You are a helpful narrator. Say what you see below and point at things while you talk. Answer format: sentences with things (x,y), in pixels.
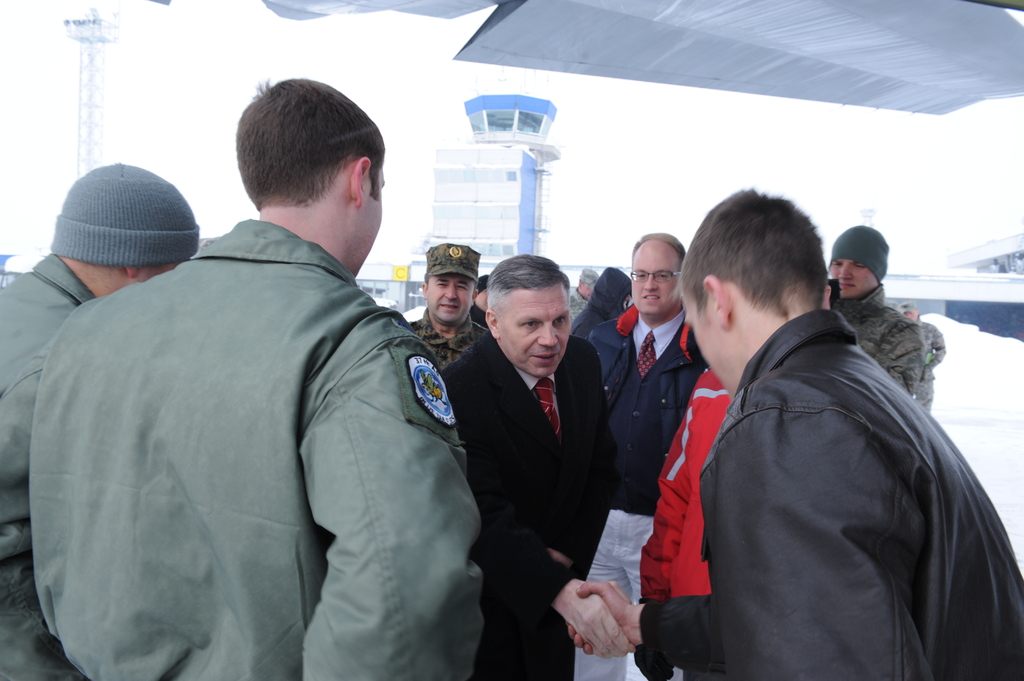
In this image I can see few persons (552,463) wearing black dress (524,451) and few persons (331,397) wearing uniform (368,410) are standing on the ground (984,434). In the background (519,150) I can see a building (500,227), some snow (1001,445), a metal tower (102,88) and the sky (117,61).
